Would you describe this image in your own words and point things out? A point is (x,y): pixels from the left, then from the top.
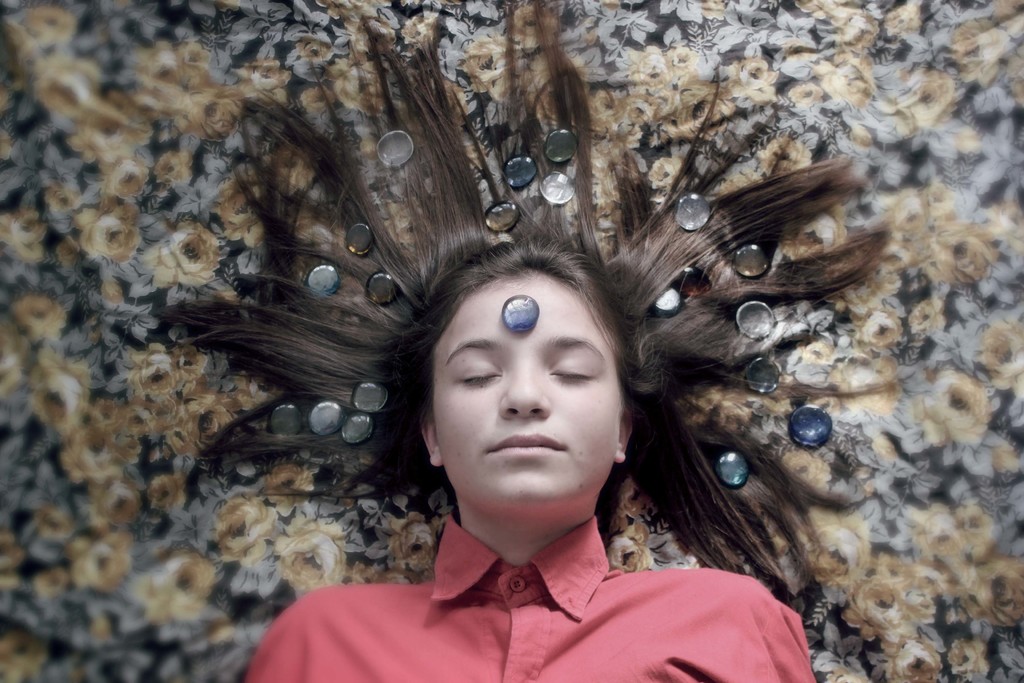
In this image the person (532,459) sleeping on a ground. And there is a stone (521,328) on her forehead (548,326) and on the hair (686,306). In the background (727,98) there is a yellow and black color cloth (168,363).
